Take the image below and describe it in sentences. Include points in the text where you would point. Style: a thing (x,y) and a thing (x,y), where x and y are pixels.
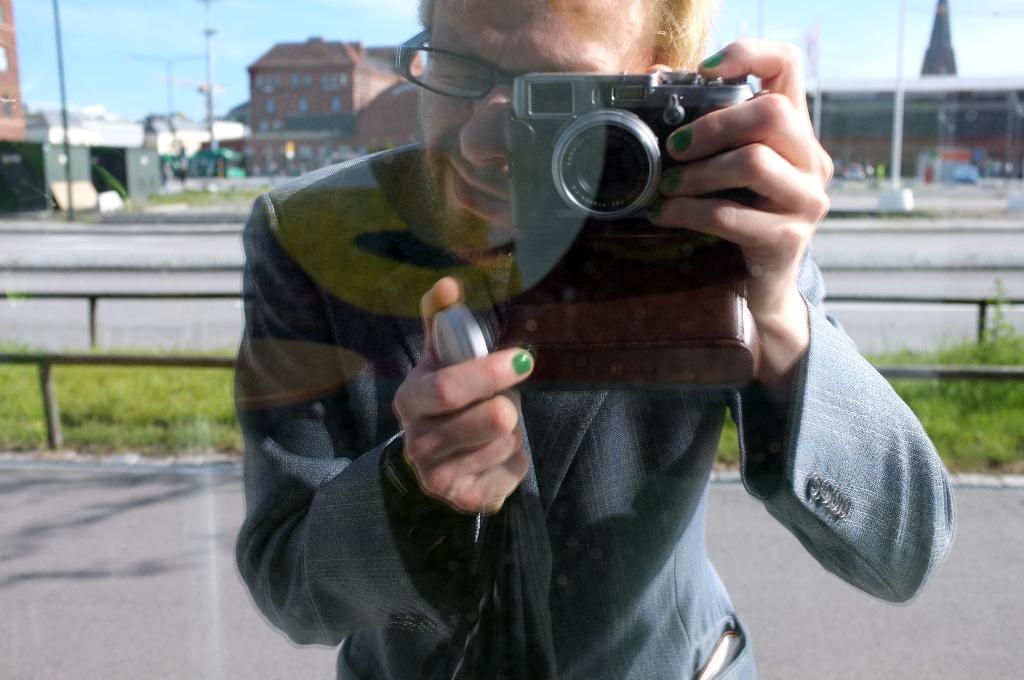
In the image there is a person (473,199) stood holding a camera (616,176) and on the background (849,207) there are buildings (312,115), road (105,255), grass (127,393). And over the top there is sky (118,62).
